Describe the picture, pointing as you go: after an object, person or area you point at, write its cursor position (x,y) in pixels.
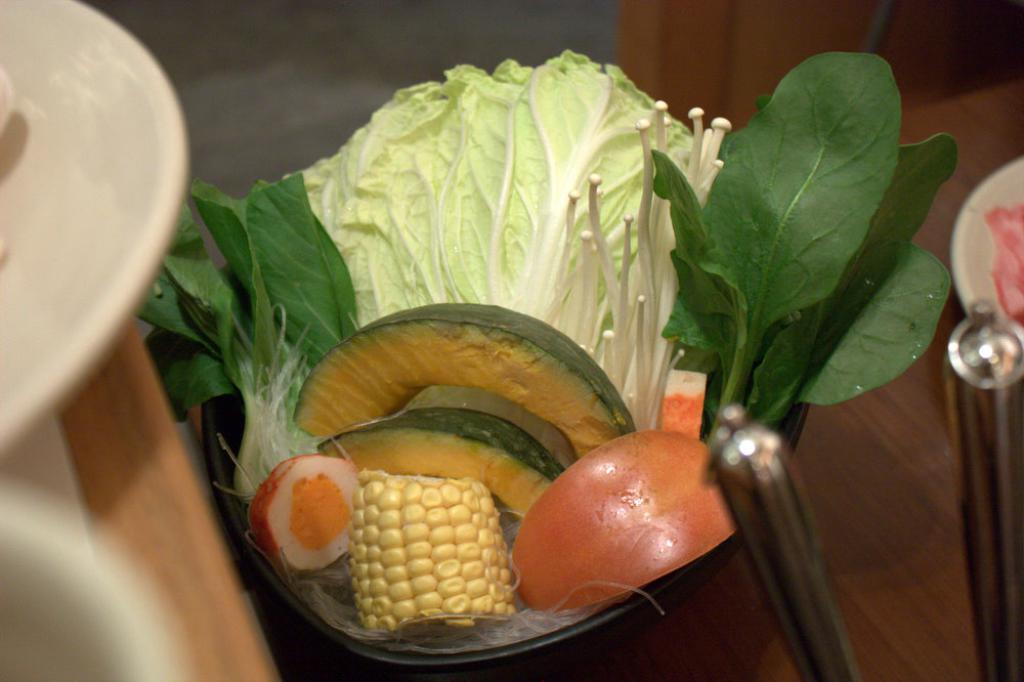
In this image, we can see some food items (552,389) and white colored containers (962,252) on the surface (755,652). We can also see some objects (967,355). We can see the ground (307,55).
